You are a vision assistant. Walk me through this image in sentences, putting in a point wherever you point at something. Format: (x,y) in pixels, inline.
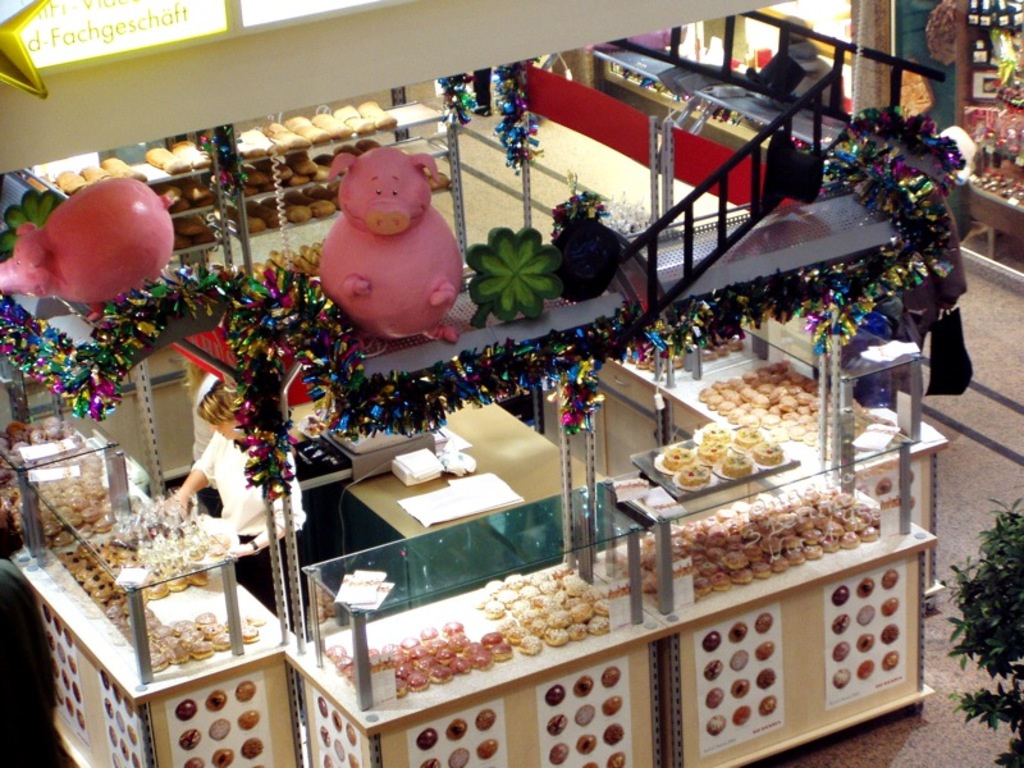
As we can see in the image there are boxes (575,673), decorative items (463,396), two persons (253,497) wearing white color dresses (219,448), few dishes (505,599) and on the right side (1017,596) there is plant (997,595).
